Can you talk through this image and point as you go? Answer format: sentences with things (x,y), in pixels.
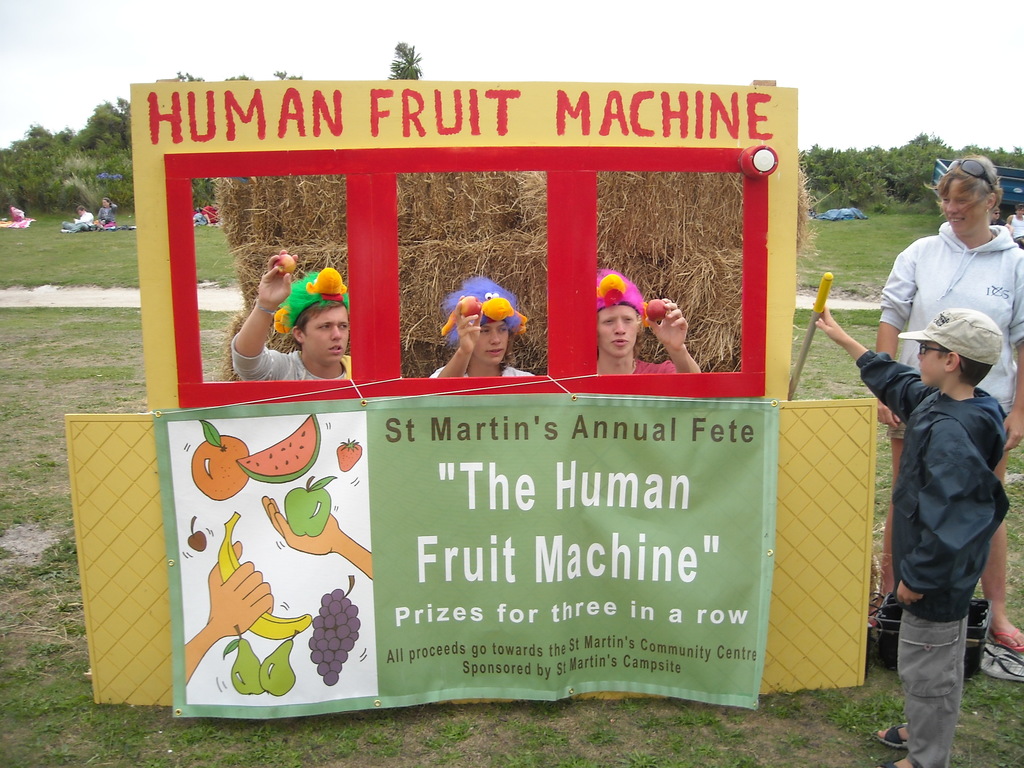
In this image, we can see some trees (810,158) and dry grass (467,219). There are three persons (624,355) in the middle of the image (624,355) holding fruits (663,304) behind the cut out (146,600). There is a person (967,255) on the right side of the image (970,263) standing and wearing clothes (988,282). There is a kid (931,729) in the bottom right of the image (931,740) holding a stick (822,293) with his hand (828,321). There is a box (985,634) beside the cut out (772,638). At the top of the image (404,31), we can see the sky (217,56).
